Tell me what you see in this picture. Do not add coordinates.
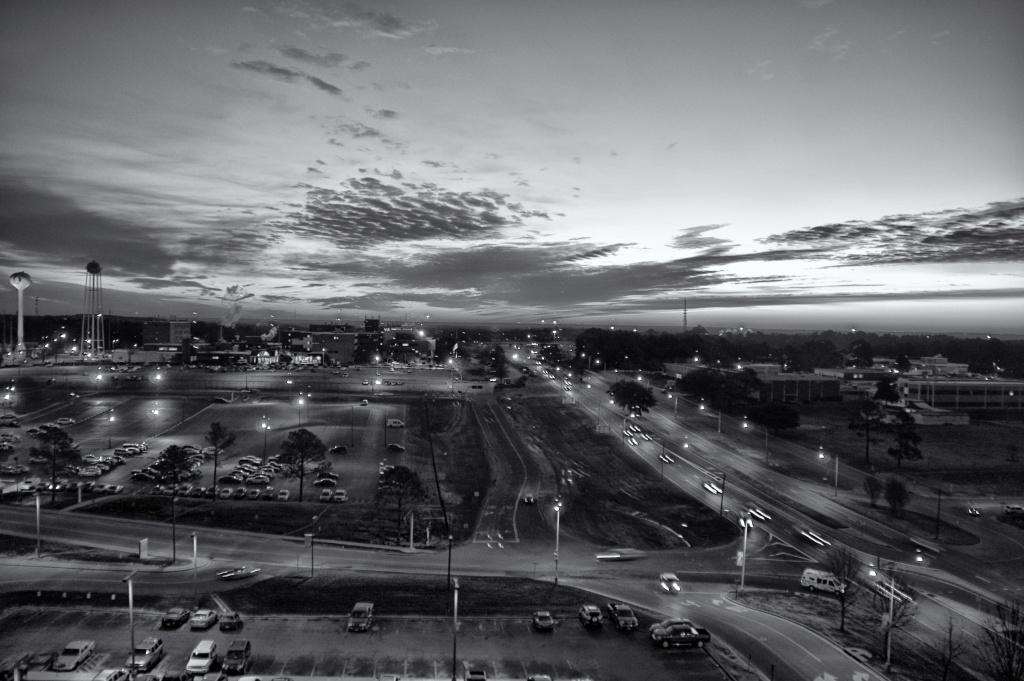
In this picture we can see vehicles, poles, trees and we can see sky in the background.
